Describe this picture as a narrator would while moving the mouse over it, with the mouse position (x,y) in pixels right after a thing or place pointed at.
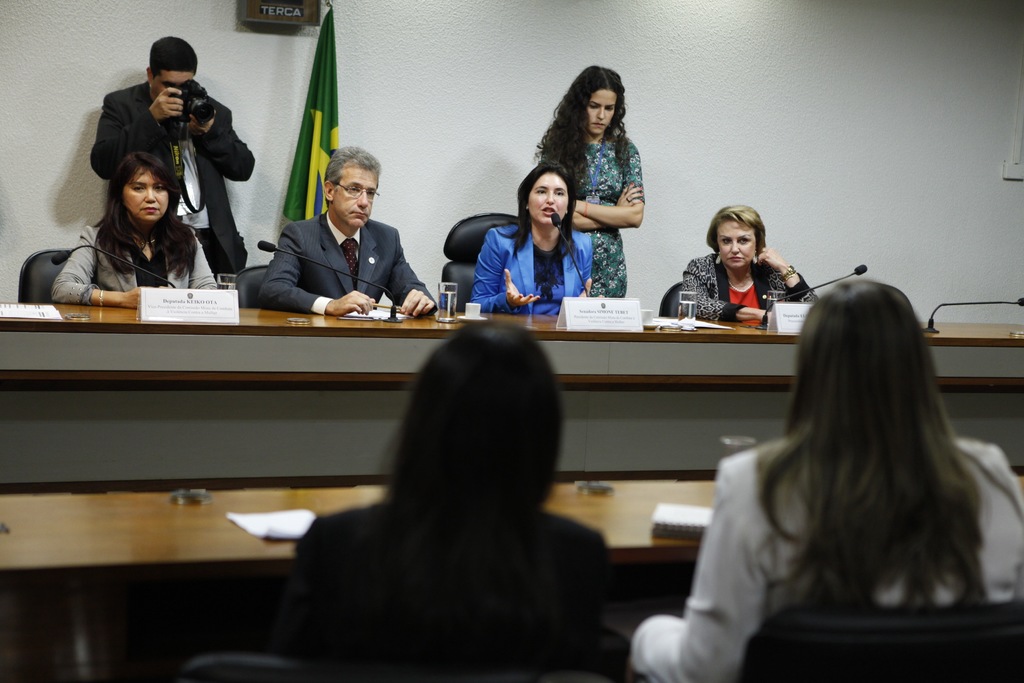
In the picture we can see a group of people (327,242) sitting on chairs (336,664) near to the desks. On the desk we can find a glass (684,306), a microphones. In the background (6,113) we can find a man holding a camera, a flag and a wall (411,235).
